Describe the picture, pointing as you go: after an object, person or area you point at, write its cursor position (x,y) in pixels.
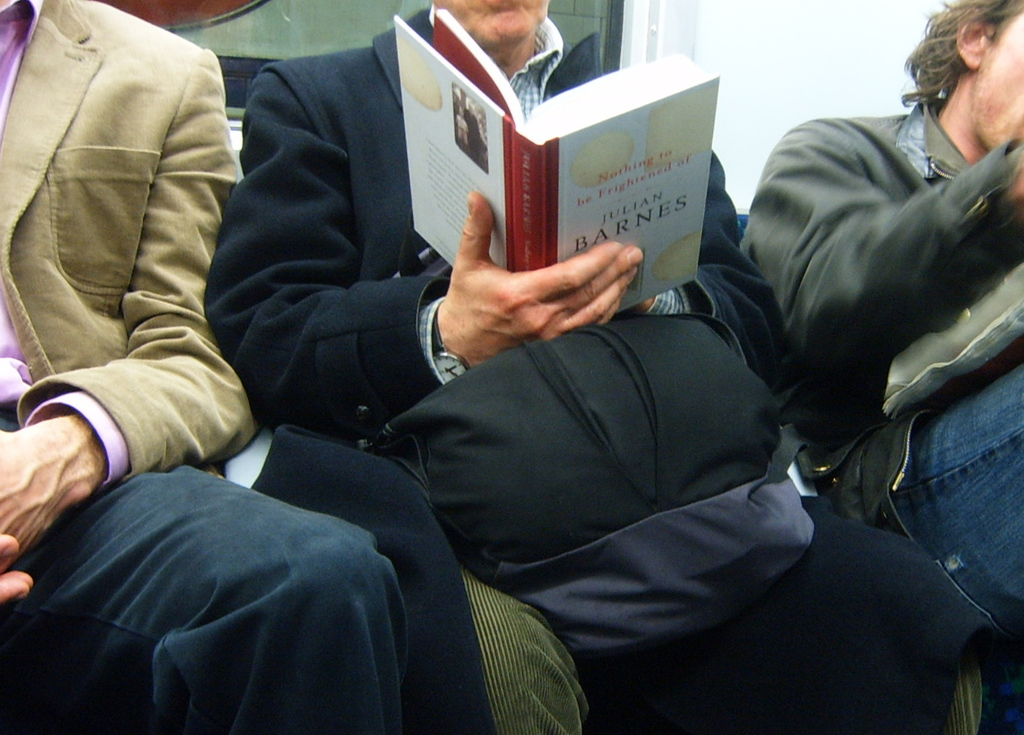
In the middle of the image (436,310) a man (437,291) is sitting on the chair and he is holding a backpack (628,473) and a book (504,99). On the left (122,237) and right sides of the image two men (56,381) are sitting on the chairs (808,486).
